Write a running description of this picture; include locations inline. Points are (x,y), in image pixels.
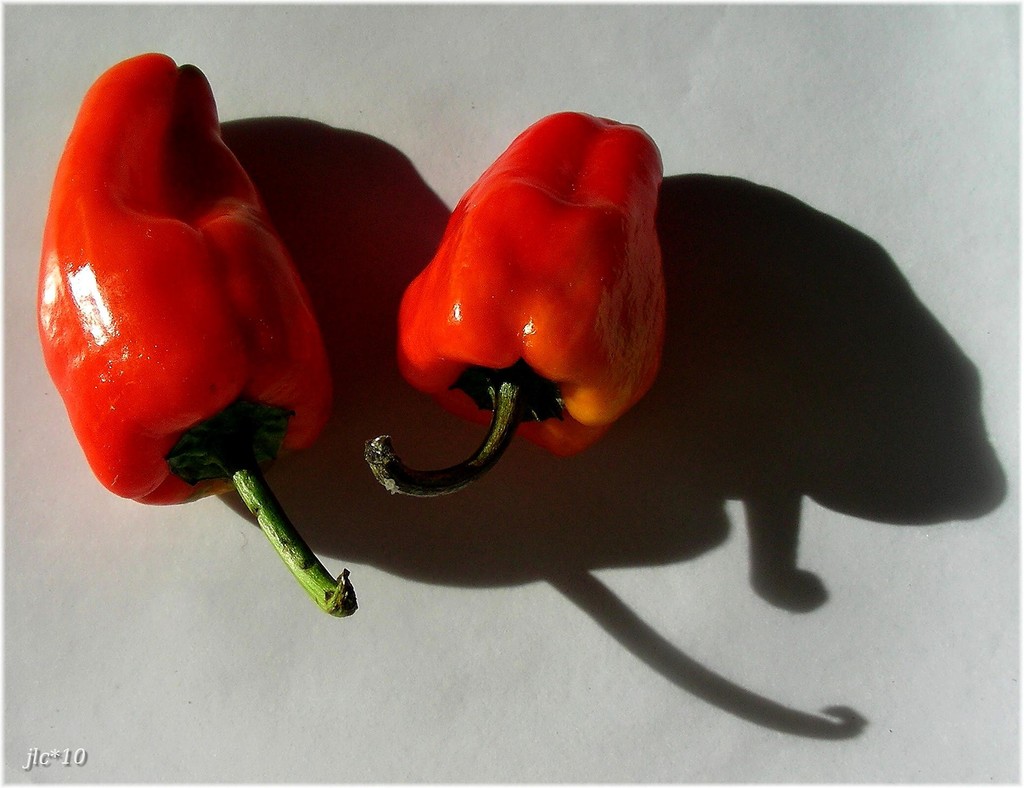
In this picture we can see there are two red capsicums (275,316) on the white object (606,652). On the image there is a watermark (33,748).
